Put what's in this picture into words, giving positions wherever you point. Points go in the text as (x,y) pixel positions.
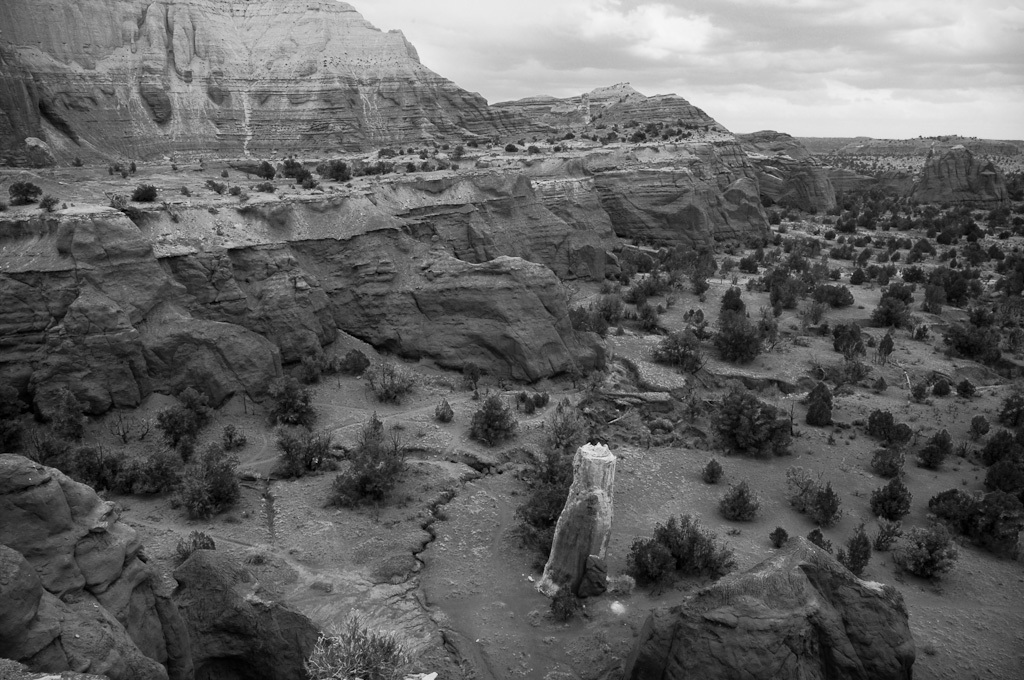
This looks like a black and white image. I think these are the plateaus (652,232). I can see the trees (769,413) and bushes (893,528). This is the sky (764,36).
